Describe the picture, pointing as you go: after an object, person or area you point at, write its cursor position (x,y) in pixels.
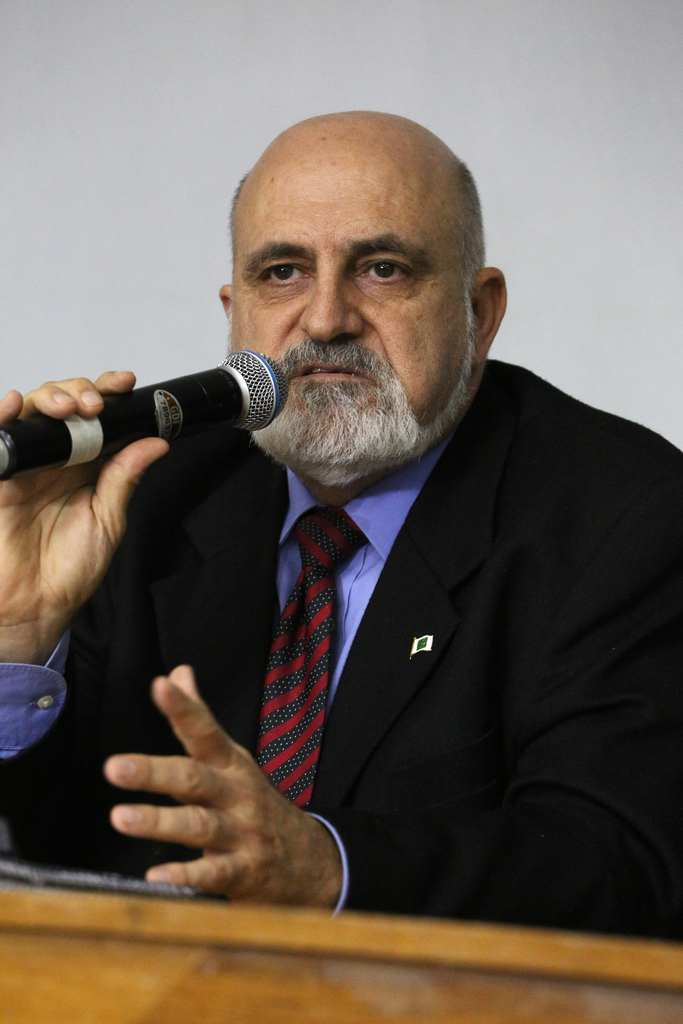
In this picture there is a man (329,570) who is wearing a blue shirt (375,570) and a black suit (471,618) is holding a mic (117,451) in his hand (69,617). There is a wooden plank (225,959).
